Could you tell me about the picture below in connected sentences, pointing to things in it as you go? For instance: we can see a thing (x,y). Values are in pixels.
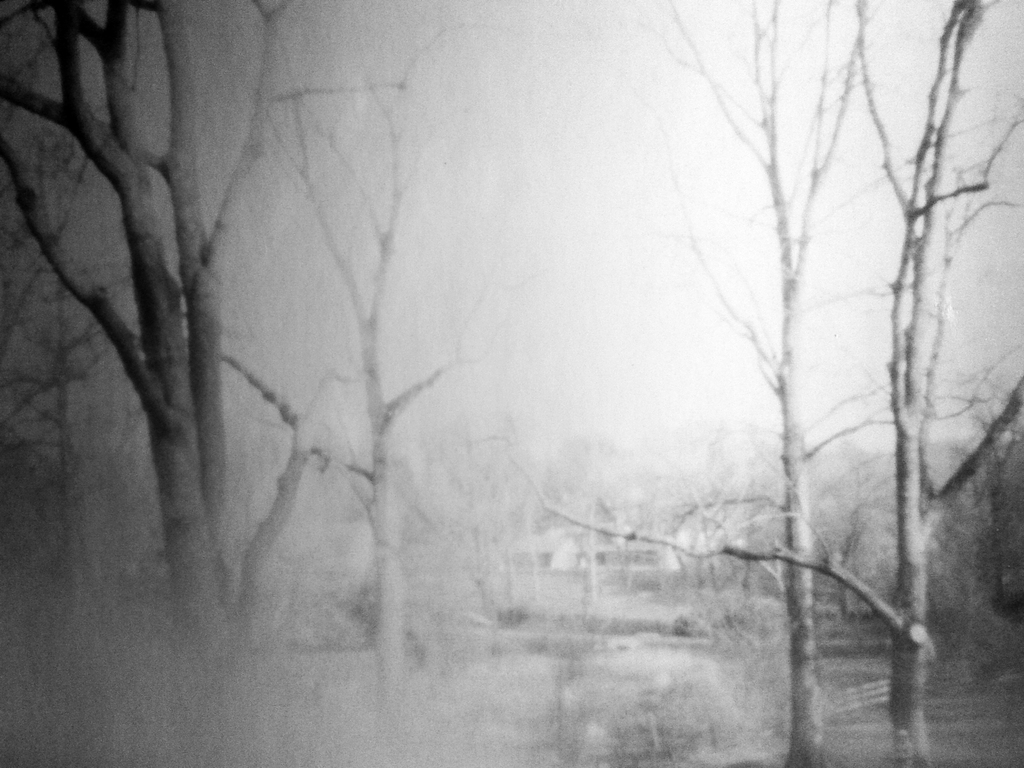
This is a black and white image and here we can see trees (615,532).
